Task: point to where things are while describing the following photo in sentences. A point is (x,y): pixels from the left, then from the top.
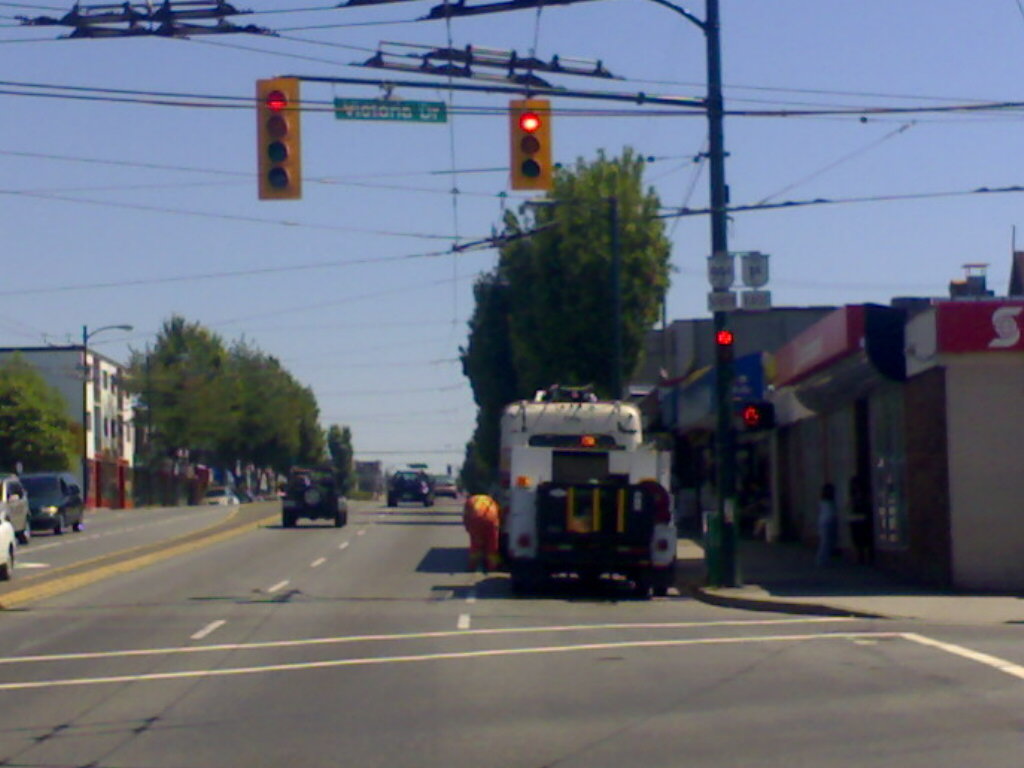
In this picture we can see some vehicles (507,543) on the road (150,550), on the left side (192,346) and right side (1009,454) there are buildings (678,377) and trees (602,379), we can see a pole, wires (740,115), a board (435,107) and traffic lights (514,120) in the front (450,109), there is the sky (310,60) at the top of the picture (310,60).
